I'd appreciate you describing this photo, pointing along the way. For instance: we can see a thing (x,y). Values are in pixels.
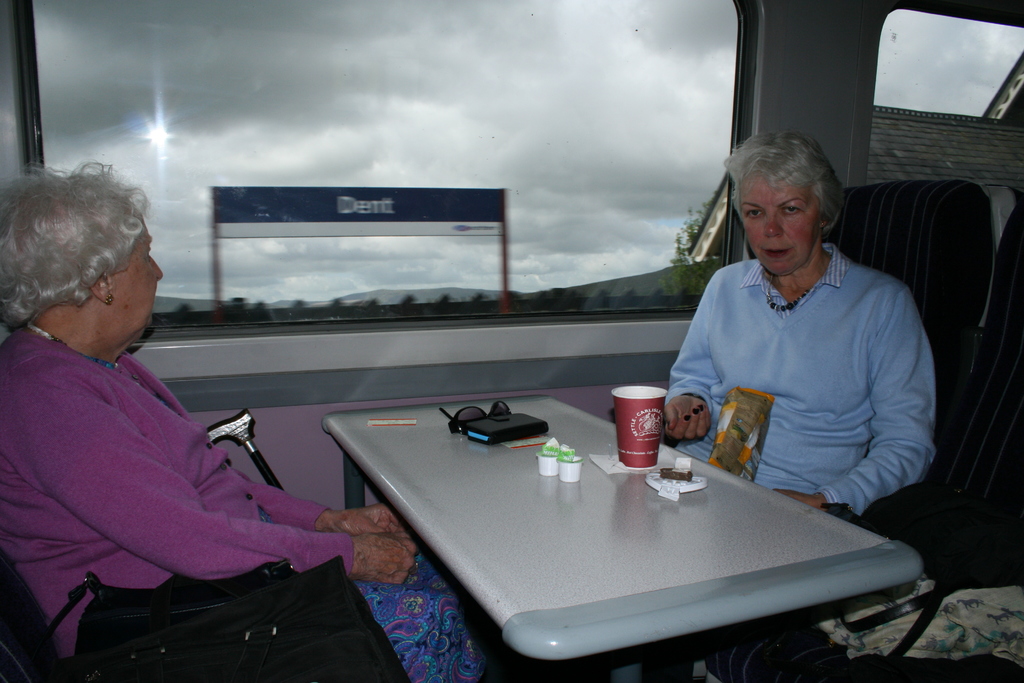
This picture describes about two women (796,361) are seated on the chair (946,286), in front of them we can find a cup (626,417), spectacles (492,408) and a mobile (523,427) on the table (635,543), the left side woman (45,403) is seated on the chair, besides to her we can find a bag (193,614), in the background (504,284) we can see a hoarding (249,196) and couple of trees (449,299).
